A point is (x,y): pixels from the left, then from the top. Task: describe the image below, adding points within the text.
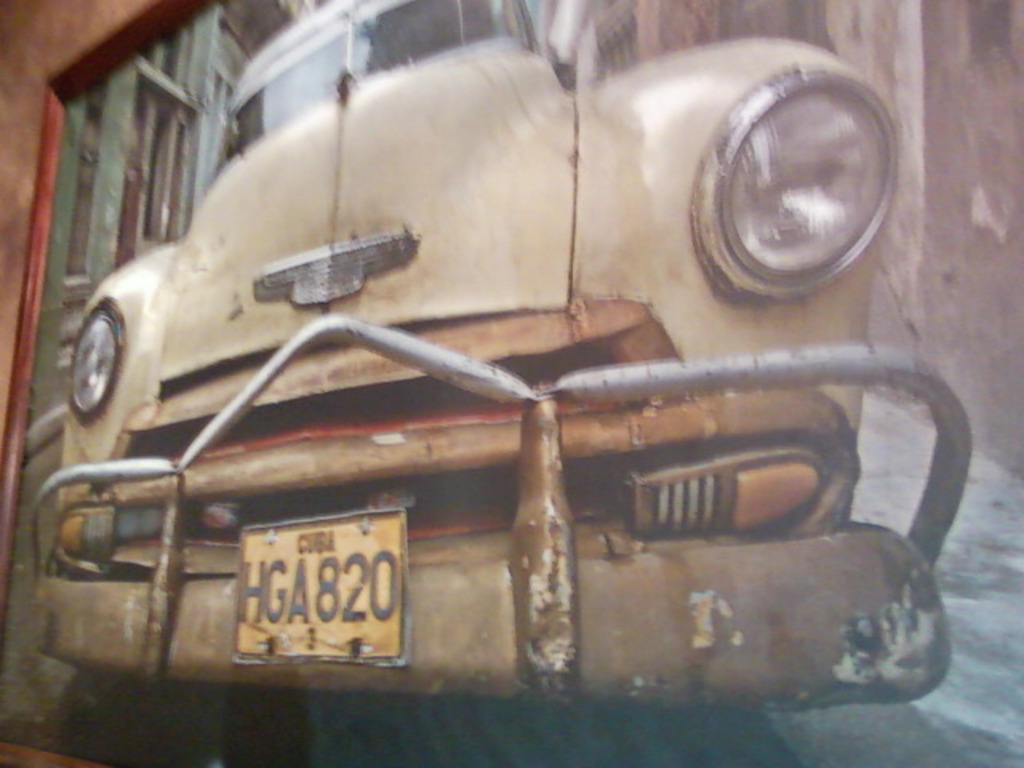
In this image we can see a vehicle (333,647) with a registration plate (327,649), also we can see a building (209,70) and the wall (897,193).
